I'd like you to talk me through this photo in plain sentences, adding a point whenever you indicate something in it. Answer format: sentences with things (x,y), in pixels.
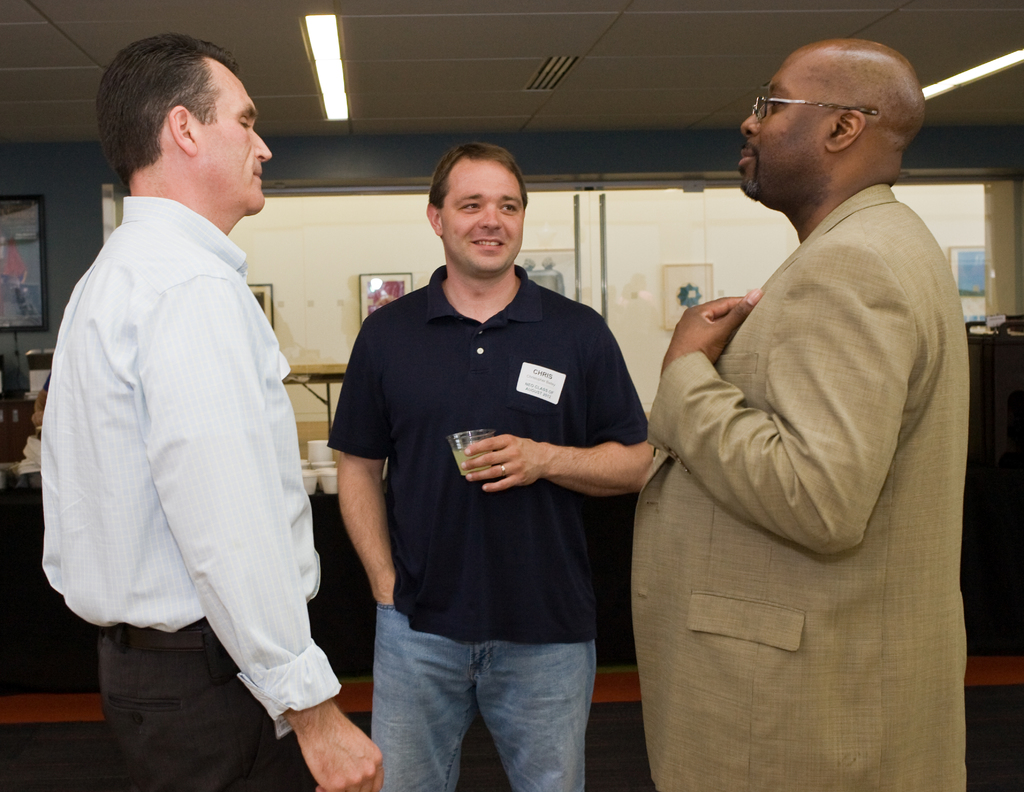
This picture shows the inner view of a room (86,150), some photo frames (17,257) attached to the wall (998,253), some different objects (1002,344) are on the surface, two lights (333,67) attached to the ceiling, some objects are on the table (28,646), one table (48,602) covered with tablecloth (28,633), three people (734,677) standing, one carpet (76,740) and one person (370,494) with blue T-shirt (336,438) holding a glass (466,441).
